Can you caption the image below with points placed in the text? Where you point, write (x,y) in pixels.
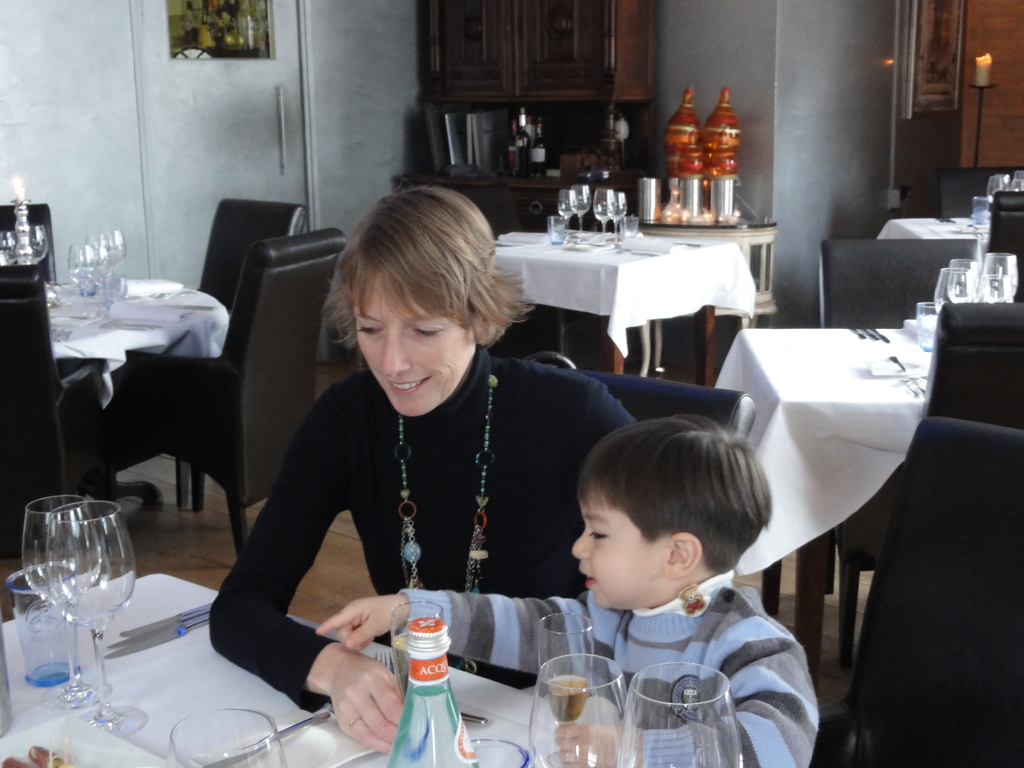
This picture shows a woman (483,536) and a boy (624,596) seated and we see few glasses (110,564), bottles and knives (191,614) on the table (15,679).
